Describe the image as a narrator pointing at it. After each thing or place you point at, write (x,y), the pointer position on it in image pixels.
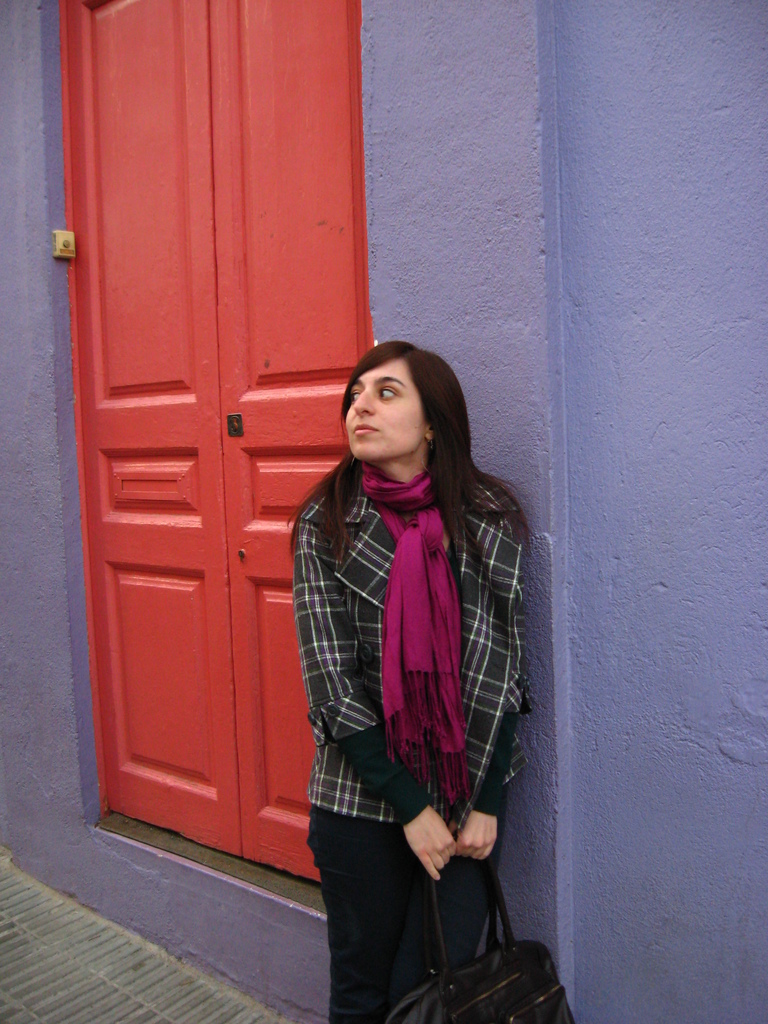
In this image we can see a woman (392,506) is standing at the wall (700,199) and holding a bag (446,1002) in her hands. In the background (273,242) we can see doors (189,306) and an object (62,250) on the wall (52,281) at the door (71,288).
